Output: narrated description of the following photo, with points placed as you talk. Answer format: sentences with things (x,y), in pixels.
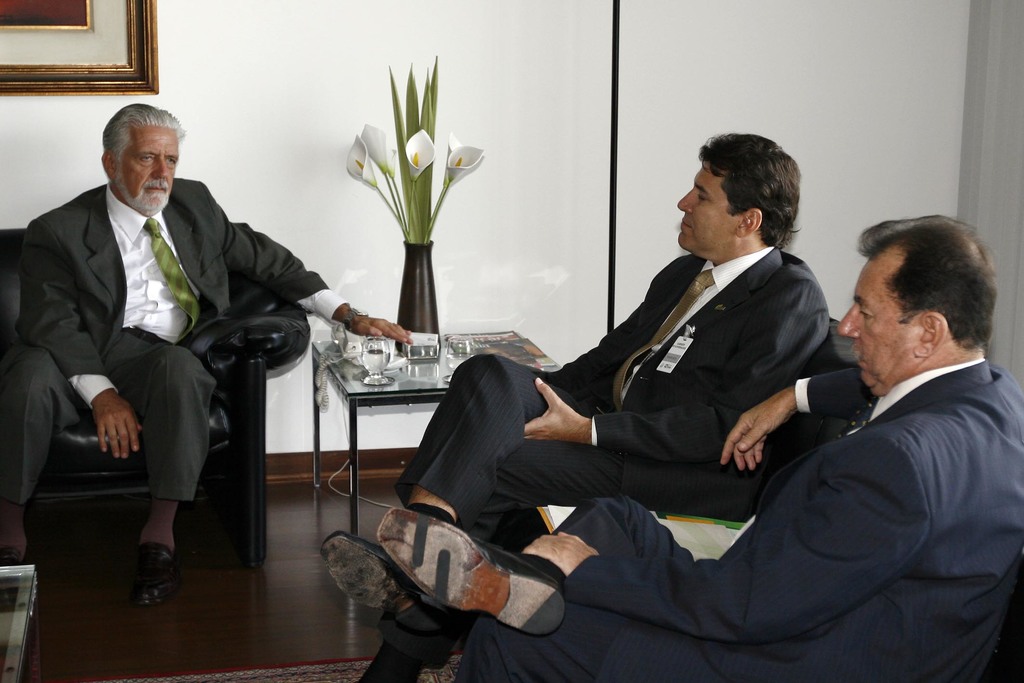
In this image there are three persons (134,203) sitting on sofa chair (243,429), in the middle (342,378) there is a table (355,366), on which there is a flower pot (413,256), plant (421,191), flowers (475,165), glasses (383,349), at the top (257,109) there is the wall (201,40), on which there is a frame (99,40) attached.
